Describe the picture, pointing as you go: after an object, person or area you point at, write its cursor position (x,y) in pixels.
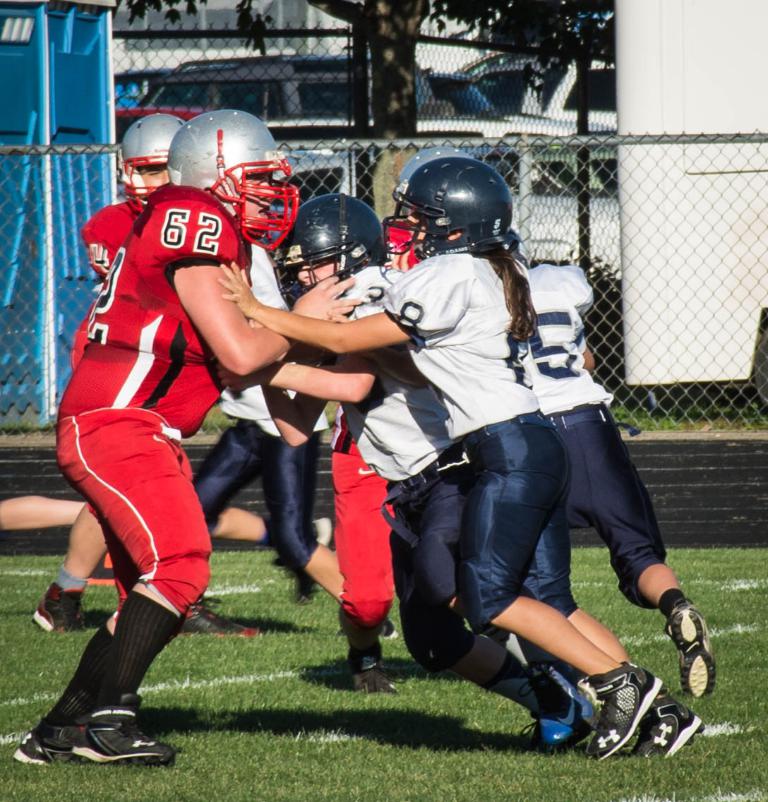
In this image, we can see people (381,322) wearing sports dress (243,424) and helmets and in the background (265,120), there is a tree (384,79) and we can see vehicles (545,182) and there are fences (281,109) and boards (70,115). At the bottom (244,692), there is ground (237,737).
